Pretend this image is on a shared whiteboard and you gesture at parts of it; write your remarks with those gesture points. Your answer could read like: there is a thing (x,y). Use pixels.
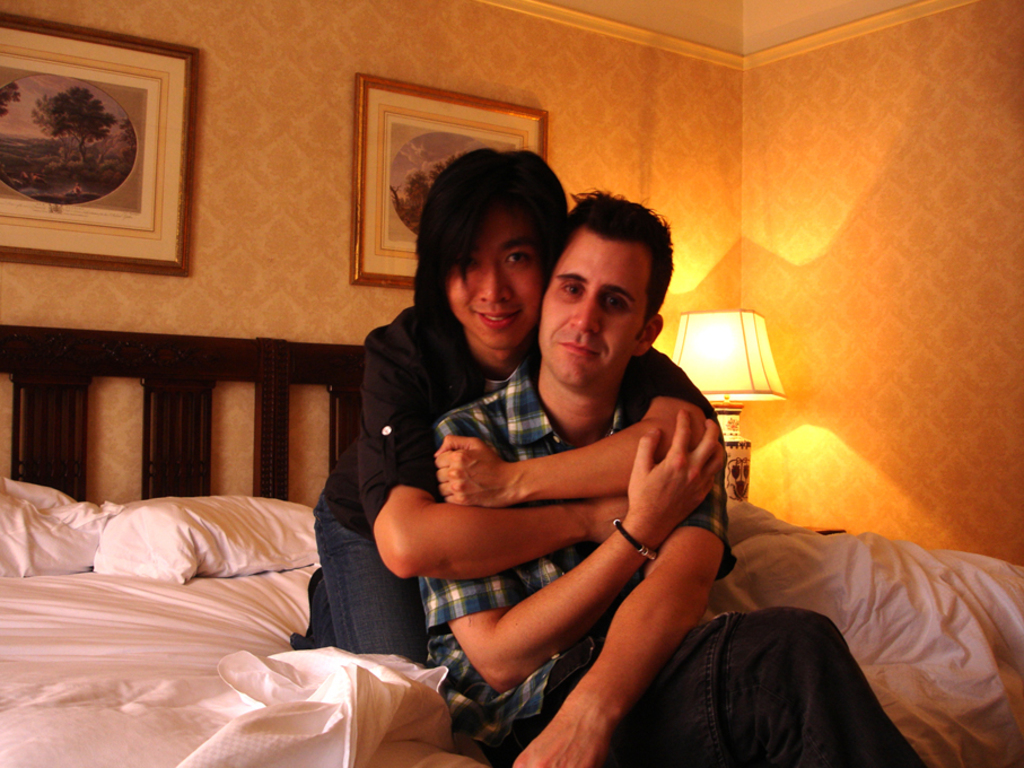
In the middle of the image (450,262) two persons (546,413) are sitting on the bed (207,392). Behind the bed (207,392) there is a table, on the table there is a lamp (702,334). At the top of the image (961,14) there is a wall (999,282), on the wall (373,47) there are two frames (1,36).
